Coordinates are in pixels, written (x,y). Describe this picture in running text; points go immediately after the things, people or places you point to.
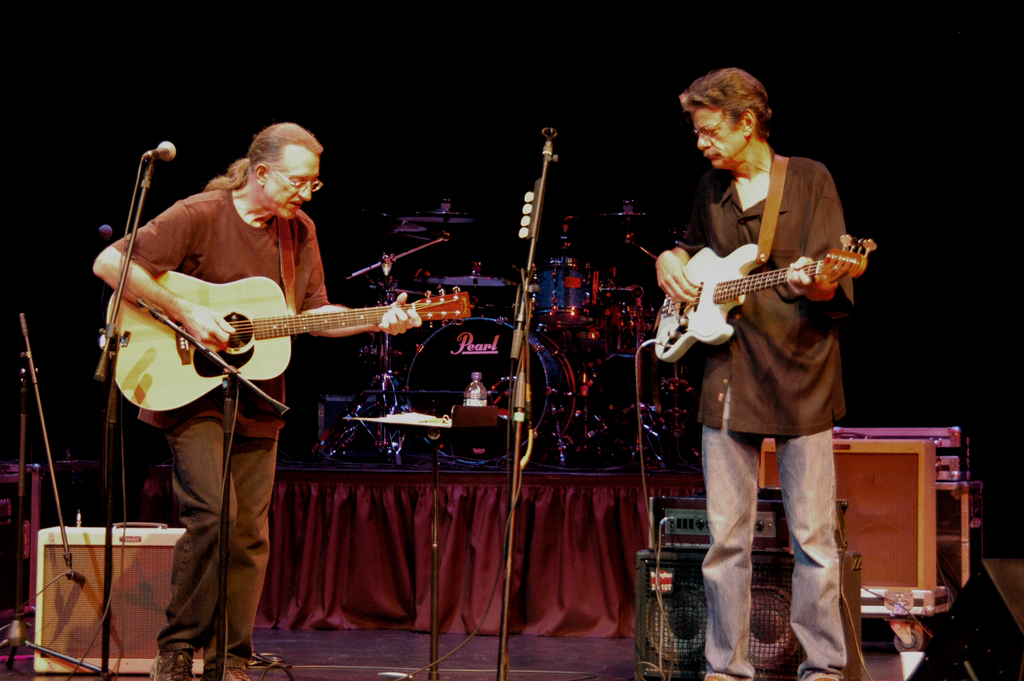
As we can see in the image there are two people (197,308) standing and holding guitars (283,333) in their hands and there are mikes (258,386) and drums (475,265).
